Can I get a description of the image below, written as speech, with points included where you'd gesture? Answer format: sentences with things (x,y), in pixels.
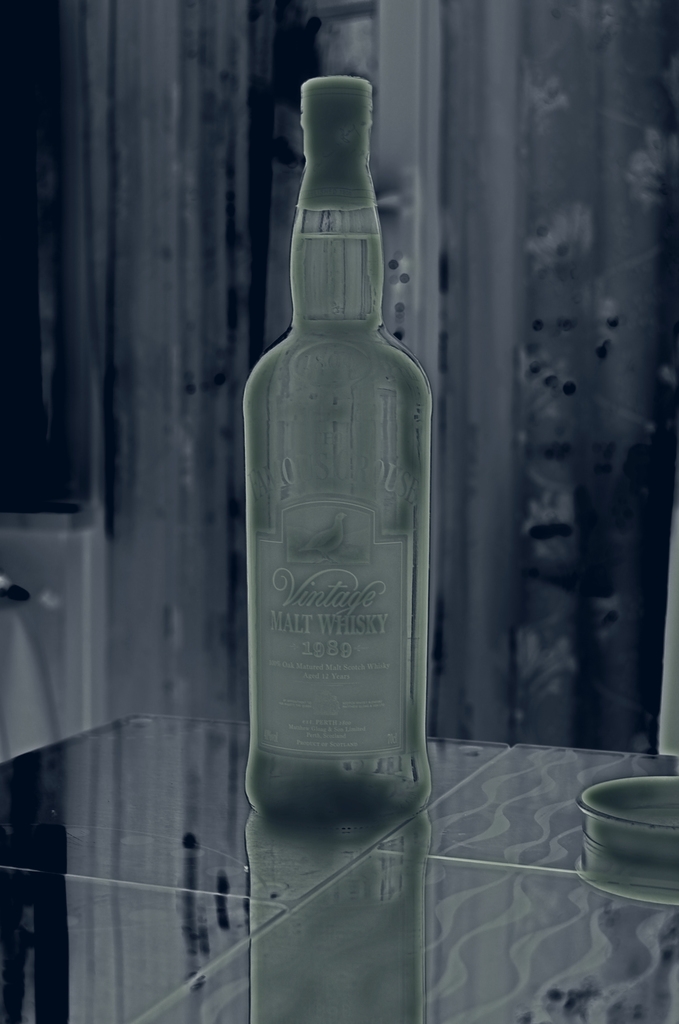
This is the image where a whisky bottle (370,406) is placed on the glass table (220,931).
